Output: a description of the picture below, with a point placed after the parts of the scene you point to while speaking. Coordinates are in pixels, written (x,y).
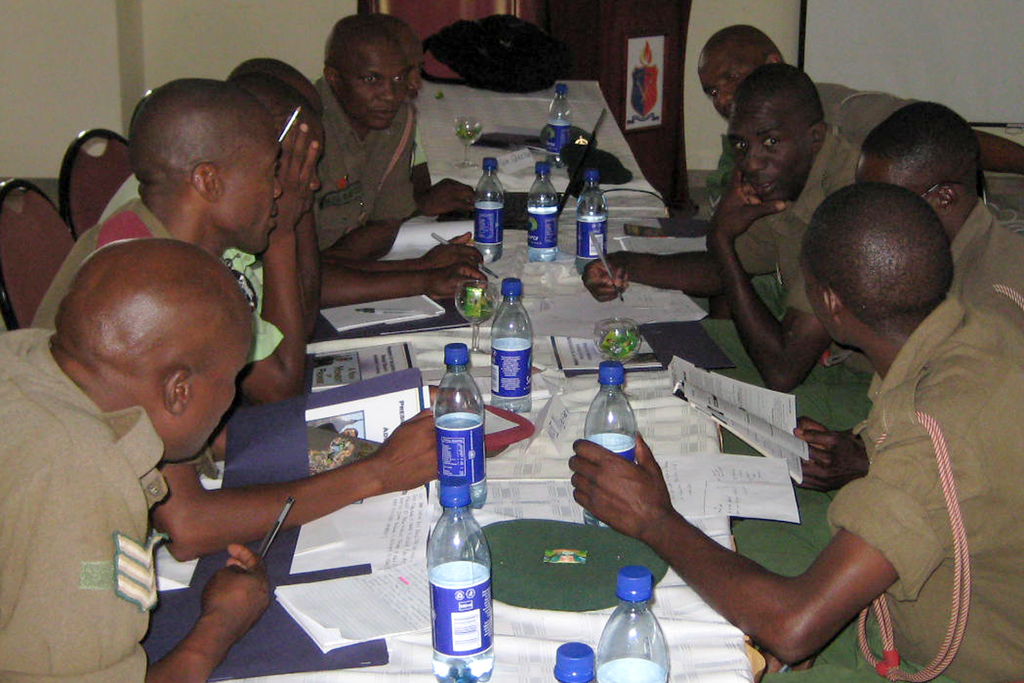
In this picture there is a table (477,152) in the center of the image (664,420), on which there are glasses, bottles (502,383), and papers (576,292) are placed and there are people (938,279) those who are sitting around the table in the image, it seems to be there is a desk (643,19) and a projector screen (854,5) at the top side of the image (836,14).
